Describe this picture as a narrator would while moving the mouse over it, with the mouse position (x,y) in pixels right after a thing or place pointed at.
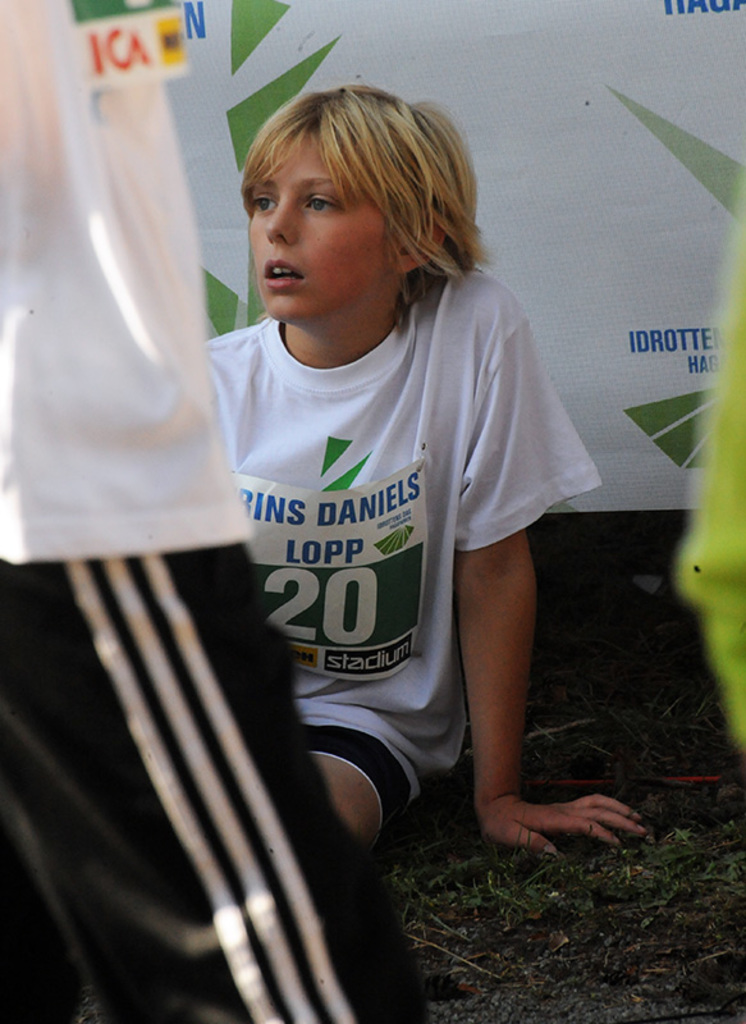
In this image I can see a boy (306,639) is sitting on ground (578,636). I can see he is wearing white colour t shirt (494,430) and here on this paper (251,482) I can see something is written. I can also see white colour board (641,296) in background (647,230) and on it I can see something is written.
